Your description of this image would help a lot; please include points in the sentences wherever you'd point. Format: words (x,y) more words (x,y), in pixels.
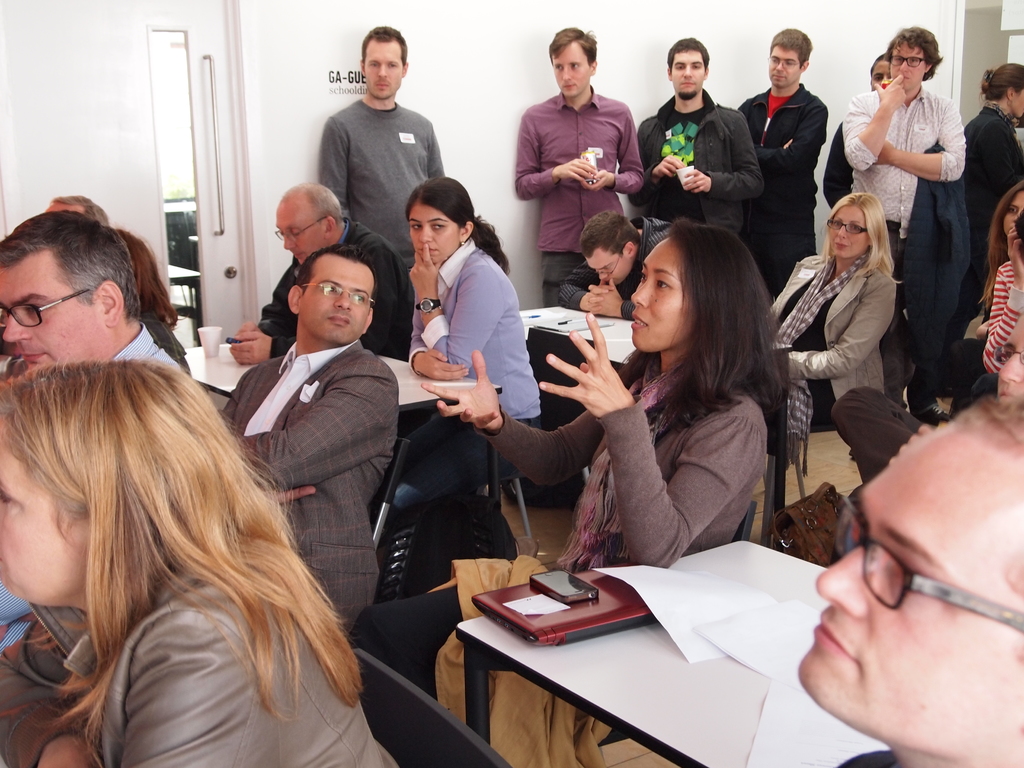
In the picture I can see people (529,367) among them some are standing and some are sitting in front of tables (493,672). On tables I can see some objects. In the background (319,14) I can see a white color wall (281,130) which has something written on it.
